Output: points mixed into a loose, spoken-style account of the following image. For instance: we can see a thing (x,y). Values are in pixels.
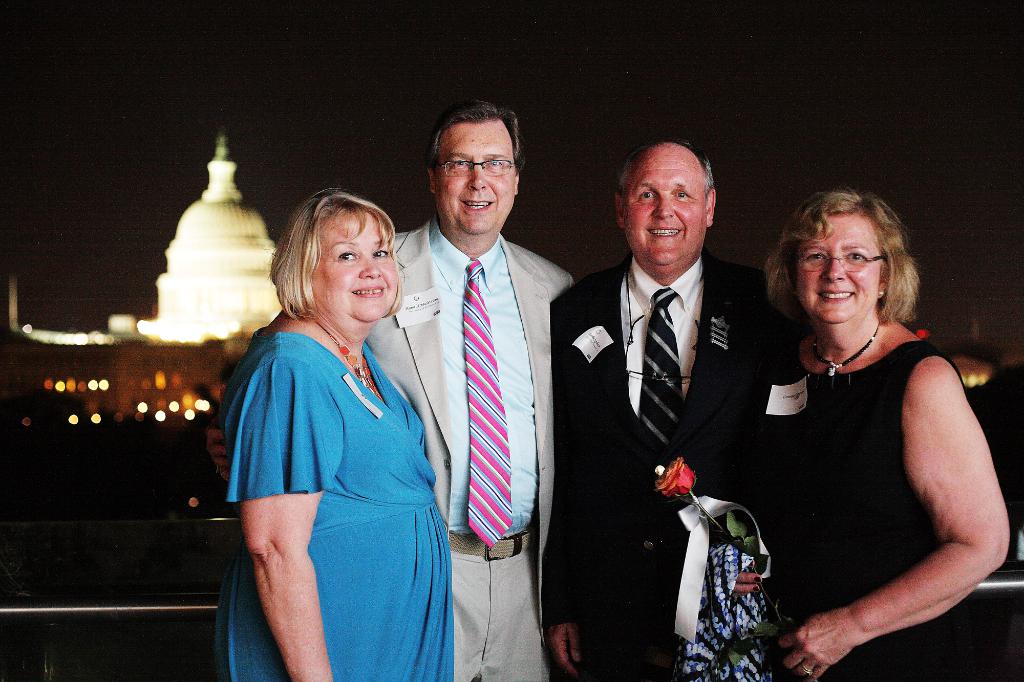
In this picture there is a group of old men (498,387) and women (998,499) standing in the front (707,553), smiling and giving a pose into the camera. Behind there is a white dome building (191,326).
